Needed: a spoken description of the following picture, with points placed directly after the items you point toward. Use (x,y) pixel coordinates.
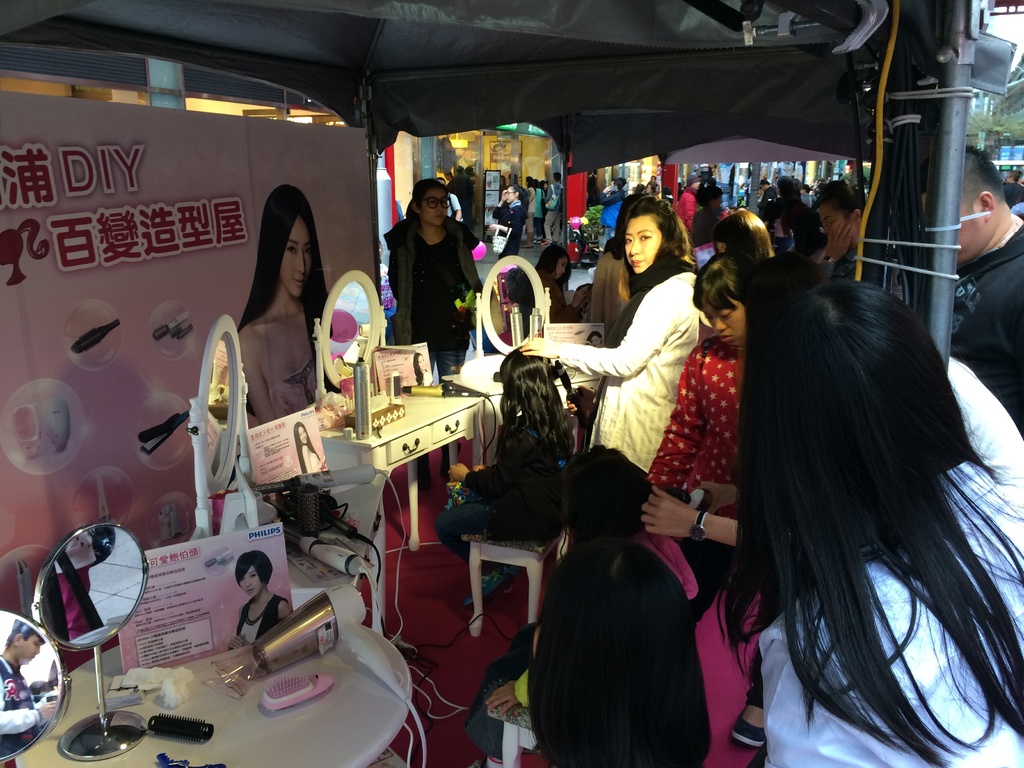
In this picture there are group of people (752,246) standing and there are group of people (665,546) sitting. There are mirrors (11,701), combs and objects (394,400) on the table (412,400). At the back (365,227) there is a hoarding (36,206) and there is a text (186,225) on the hoarding (258,202). At the back (523,130) there is a building (258,111) and there are group of people (526,200). On the right side of the image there are trees (982,126). At the top (992,25) there is sky (1010,19). At the bottom (424,606) there is a red color mat (441,569).
